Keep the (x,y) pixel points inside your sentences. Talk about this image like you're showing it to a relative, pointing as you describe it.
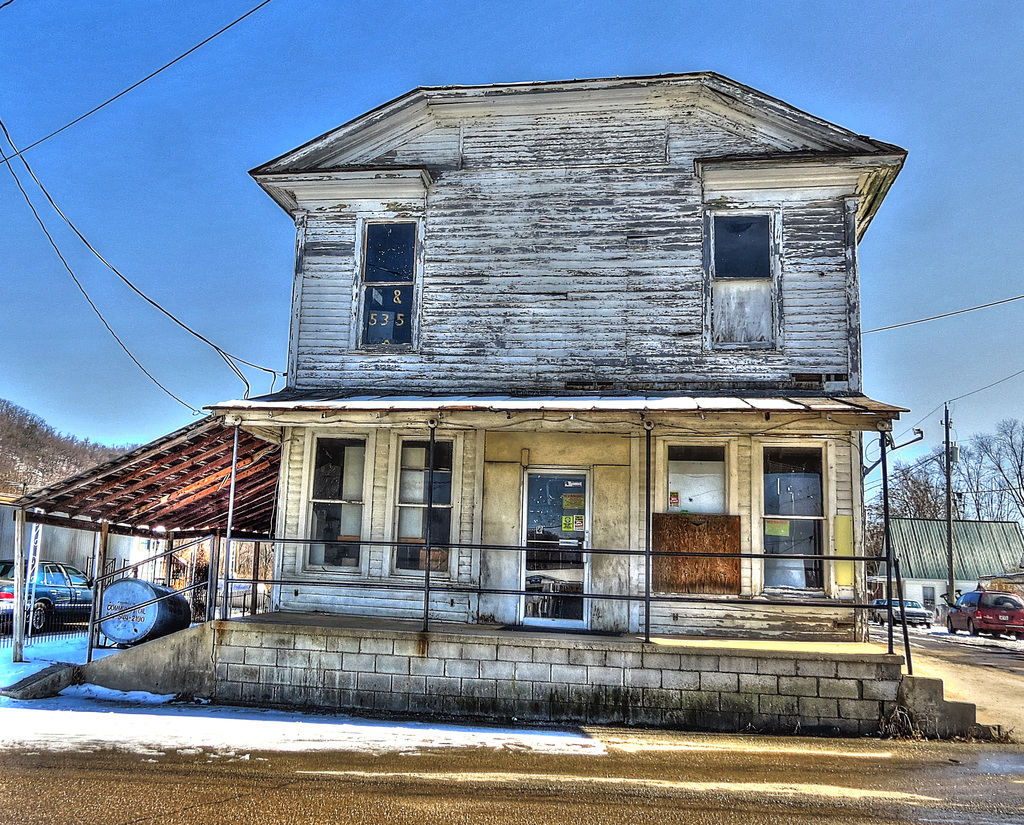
In the center of the image (471,426) there is a house (420,600) on the road (1008,681). On the left side of the image (25,462) we can see hill (11,473), car (37,598). On the right side of the image (992,676) we can see a road (941,649), vehicles (925,615), pole (951,523) and house (935,545). In the background (23,278) we can see trees (1019,519) and sky (883,324).
